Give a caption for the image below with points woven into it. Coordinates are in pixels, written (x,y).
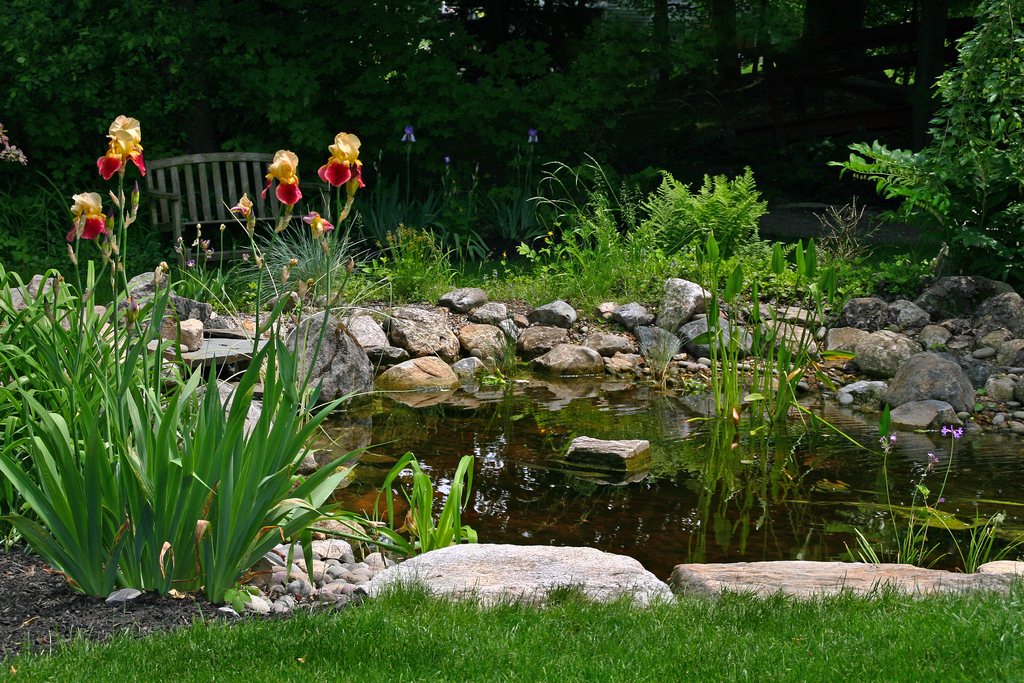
In this image in the center (603,390) there is a pond (617,431), and there are some rocks (832,341), grass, plants (394,543). At the bottom (628,656) there is grass (345,637), and in the background (382,101) there are some trees (334,94) and a bench (230,198).
